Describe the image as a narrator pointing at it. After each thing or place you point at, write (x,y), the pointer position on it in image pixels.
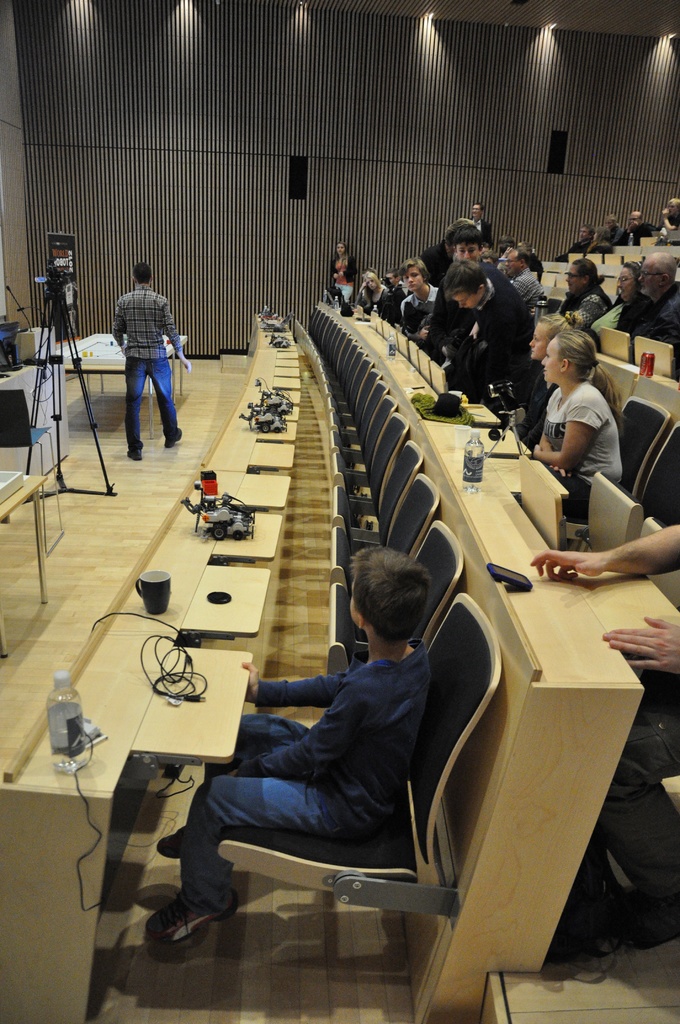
In this image we can see some group of persons (590,447) sitting on the chairs (641,438) in a closed auditorium (416,445), there are some water bottles (52,716), cups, microphones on the tables (582,723) and at the left side of the image (118,309) there is person (123,303) wearing grey and white checked shirt (152,344) and blue color jeans (164,407) standing near the camera stand (90,412) and at the background of the image (363,66) there is wall (379,170).
